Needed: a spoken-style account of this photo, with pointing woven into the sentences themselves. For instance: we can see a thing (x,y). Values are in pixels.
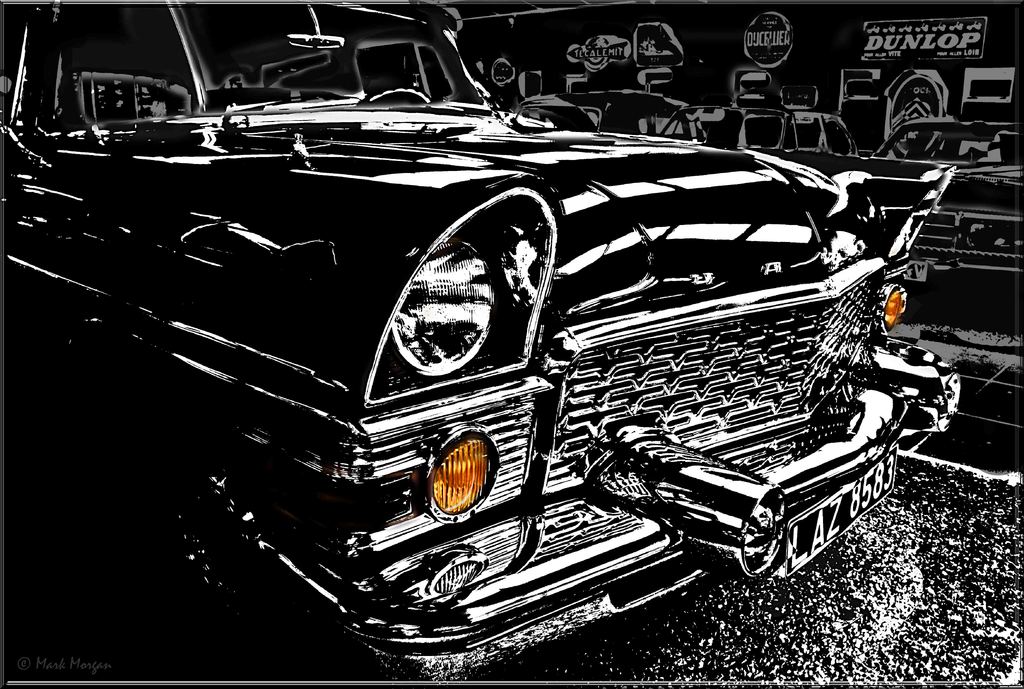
In the picture there is a drawing of a car (372,274), beside the car (495,383) there is a wall (739,14), there is some text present on the wall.
